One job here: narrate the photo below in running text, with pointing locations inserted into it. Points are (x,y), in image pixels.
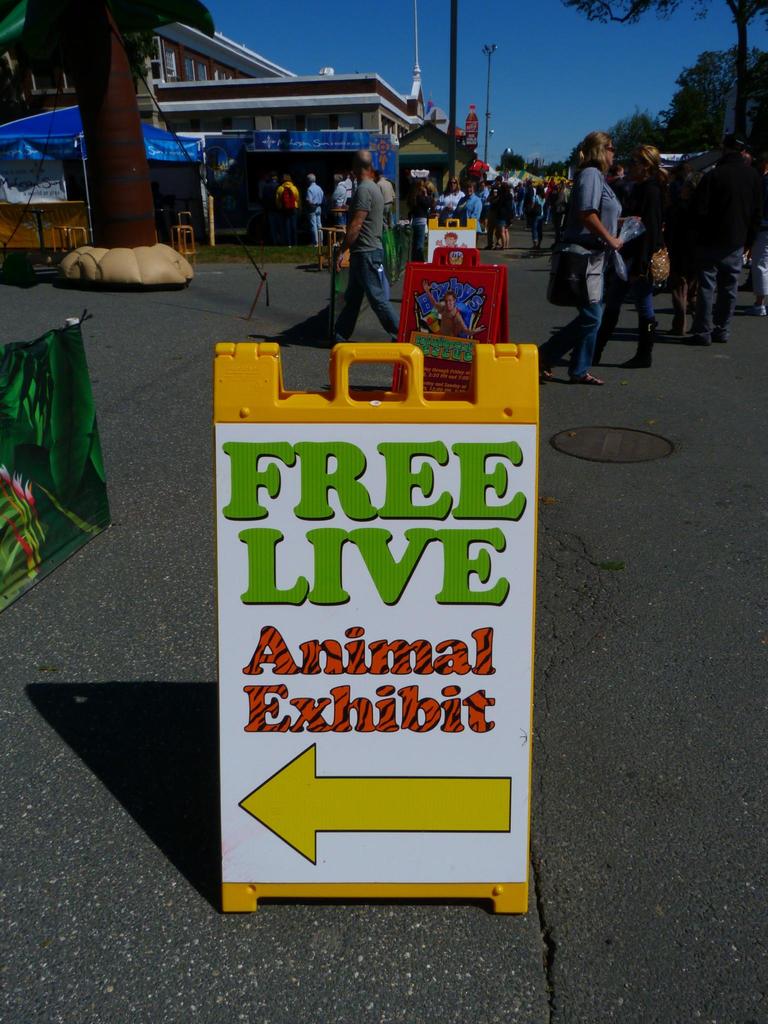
In this picture there are people (684,317) and we can see boards (442,599) on the road (162,563), poles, tent (50,222), building (174,53), inflatable tree (196,18), trees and objects (82,356). In the background of the image (533,49) we can see the sky (592,39).
